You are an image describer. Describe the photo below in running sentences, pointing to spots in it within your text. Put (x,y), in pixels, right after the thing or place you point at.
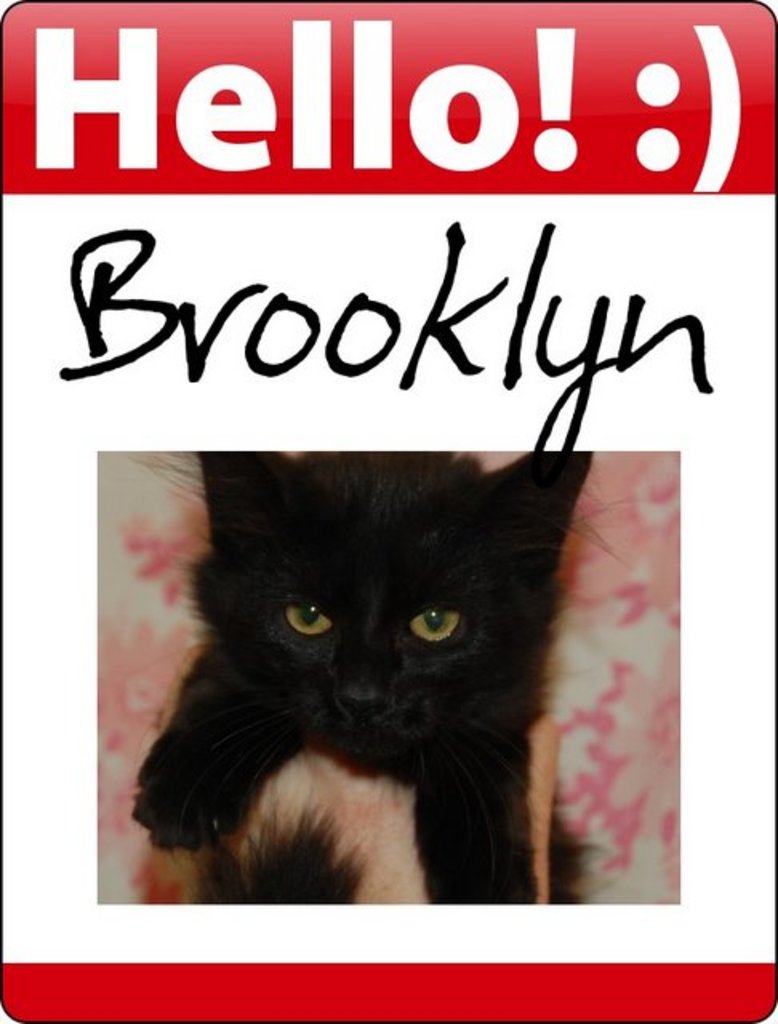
In this picture I can observe black color cat (335,677). I can observe some text (298,356) in this picture. It is looking like a poster (71,420). The background (47,275) is in white color.
